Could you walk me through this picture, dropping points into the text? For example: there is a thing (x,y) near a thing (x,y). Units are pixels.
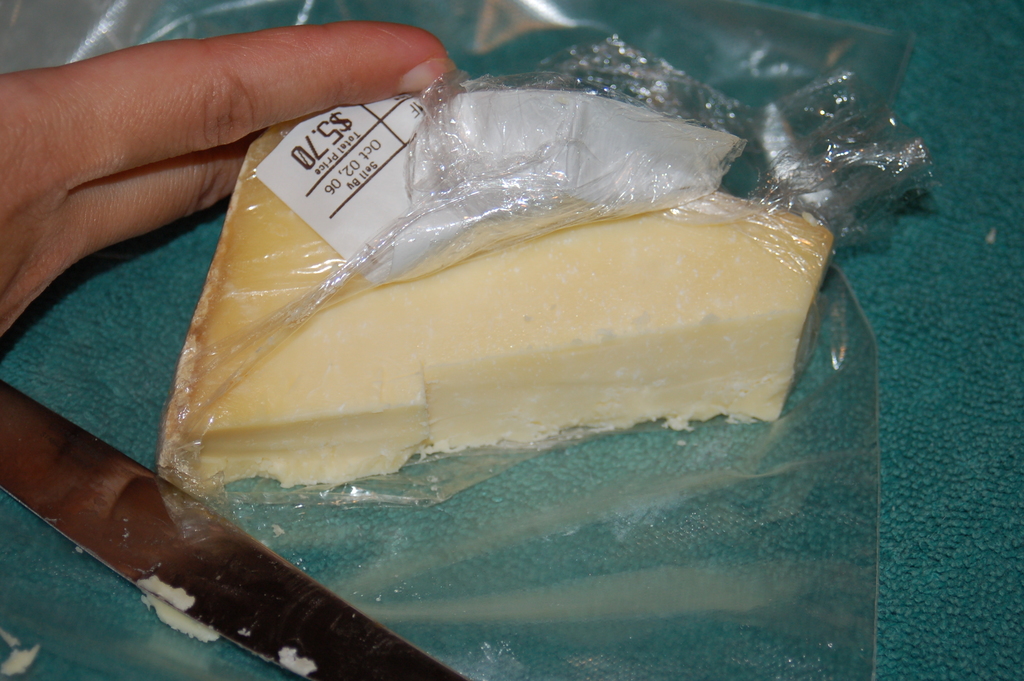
In this image it seems like a cheese (440,404) in the cover (358,501), beside that there is a knife (217,544) on the carpet (541,544) and we can see the fingers (210,115) of a person (192,106) holding cover (588,537).
